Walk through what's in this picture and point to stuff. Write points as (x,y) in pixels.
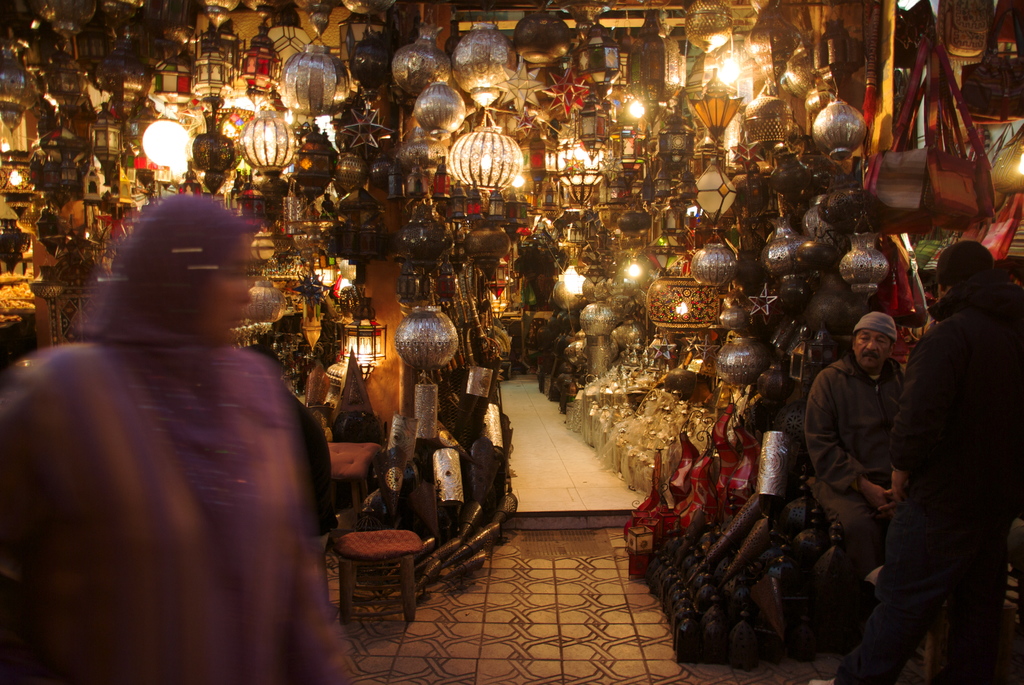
This is an image clicked in the dark. This is a stall (416,268). Here I can see many balloon lanterns (451,165) and other types of lanterns (628,168) are placed. In front of this a man (871,437) is sitting and another person (922,388) is standing. On the left side (169,473) a woman (159,542) is walking toward the right side.
